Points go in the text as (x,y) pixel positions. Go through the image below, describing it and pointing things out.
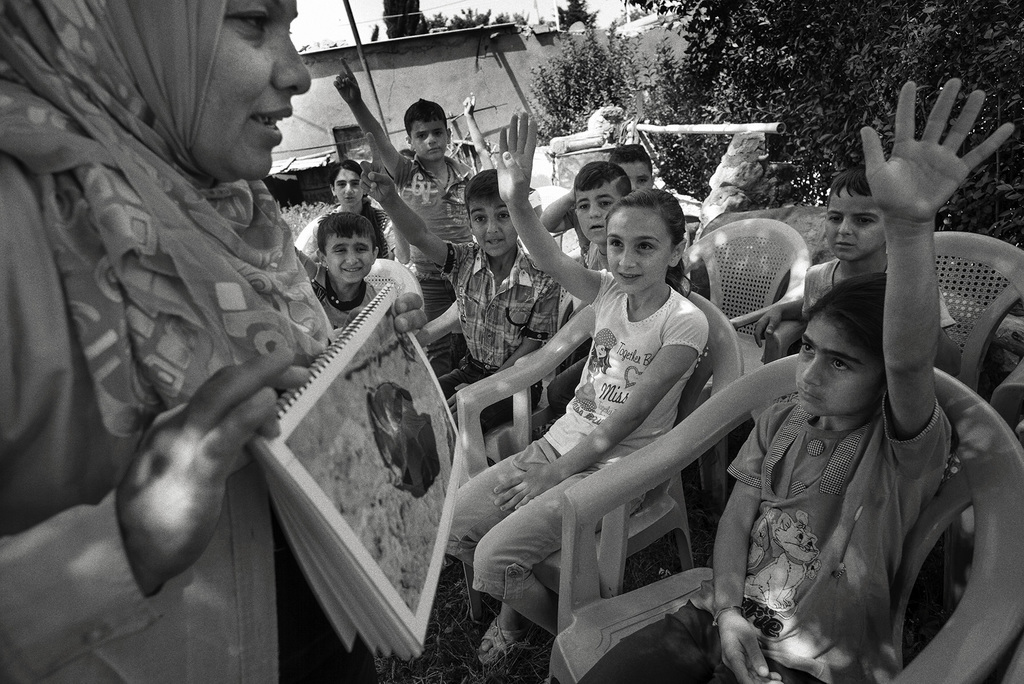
This is a black and white image. There are chairs (557,365) and children (830,348) are sitting on chairs (567,357). There is a person (122,308) on the left side (174,420). She is holding a book (365,555). There are trees (734,85) at the top (596,73).
